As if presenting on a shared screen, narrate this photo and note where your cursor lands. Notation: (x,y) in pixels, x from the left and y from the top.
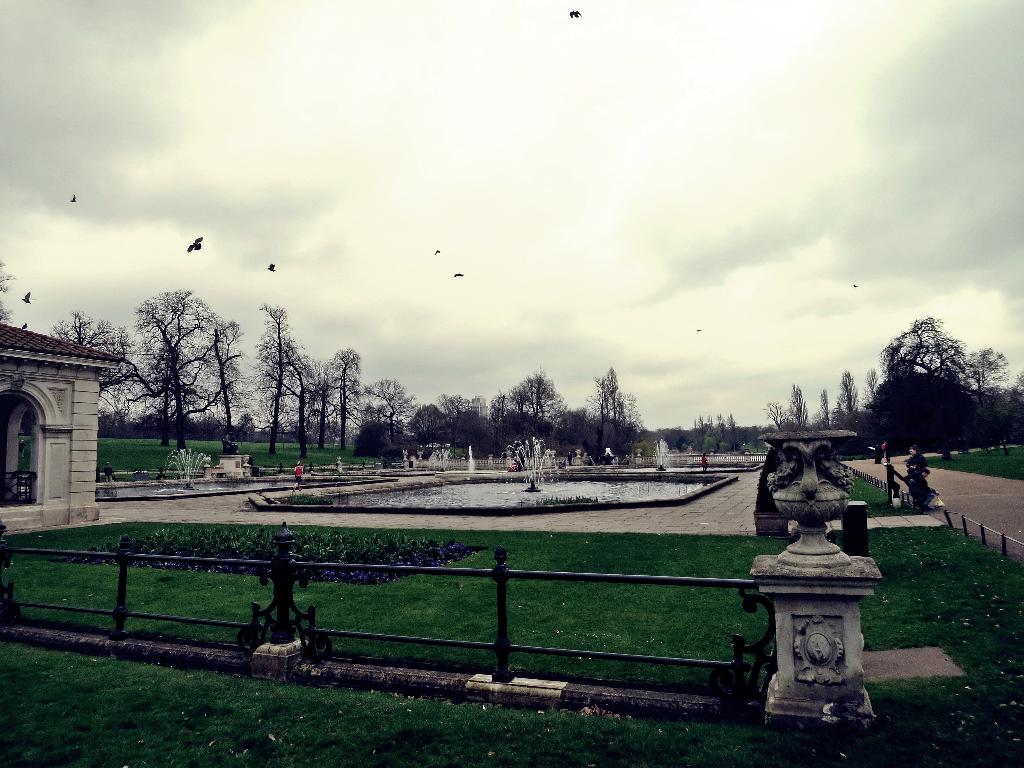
In this image I can see there is a walkway (239,502), grass (514,727), railing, poles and there is a fountain (588,484) and there are few trees (274,422) in the background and the sky (457,113) is cloudy.
